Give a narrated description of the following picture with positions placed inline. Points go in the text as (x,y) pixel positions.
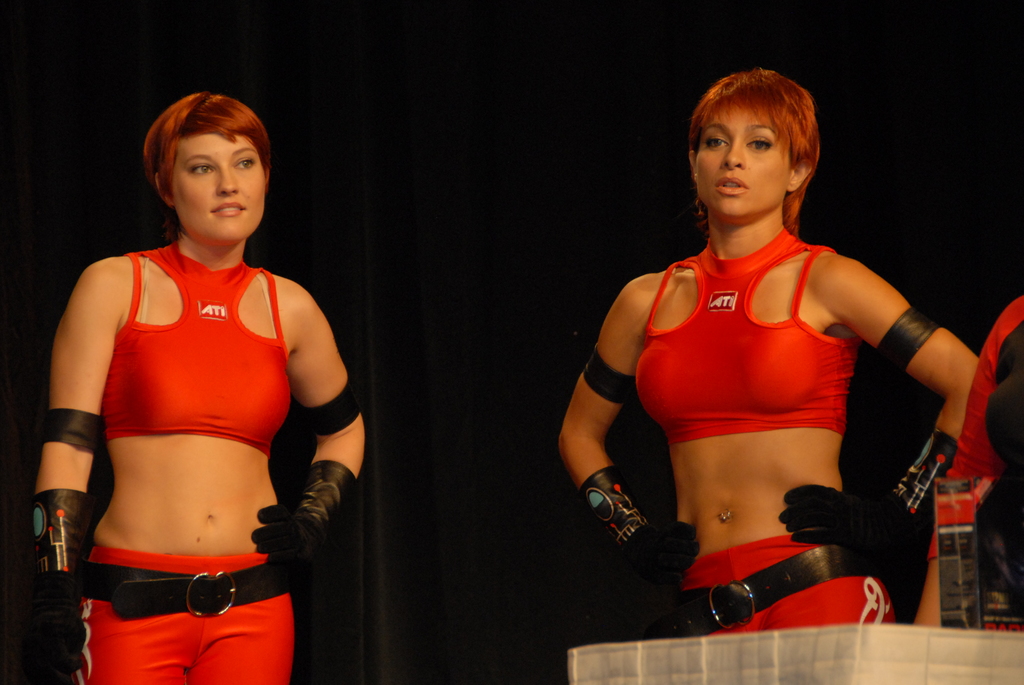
In the picture we can see two women (143,474) are standing with red top (200,401) and red trouser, black color belt (112,582) and gloves (275,538) and they are in short red hair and in the background (409,339) we can see a black curtain (846,213).
